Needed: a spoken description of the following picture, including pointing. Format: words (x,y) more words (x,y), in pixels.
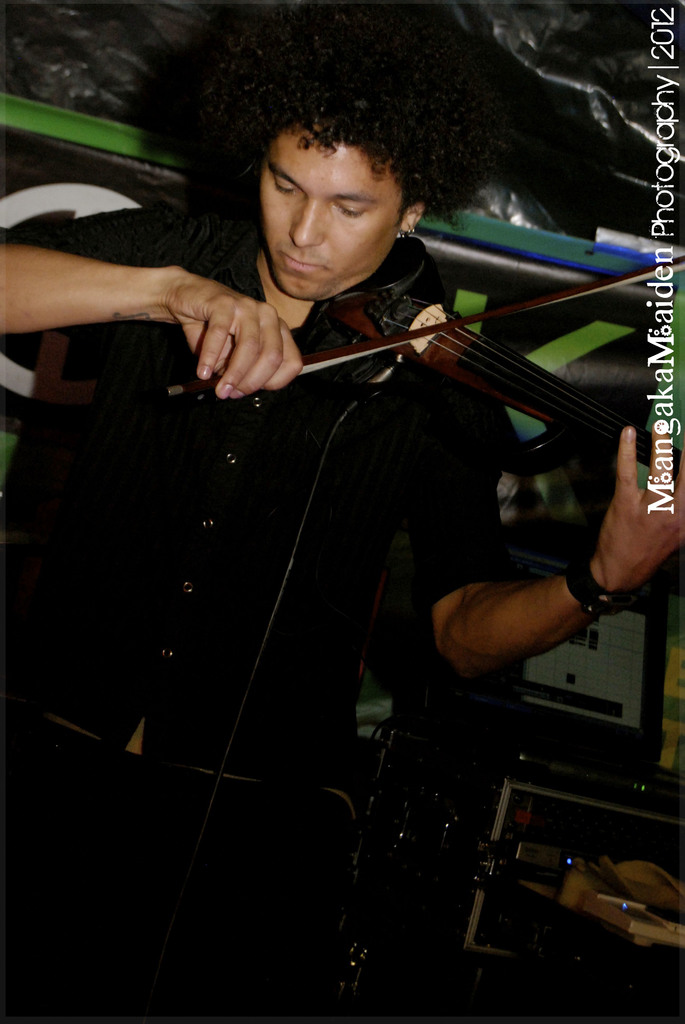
In this picture there is a man (406,501) who is wearing a black shirt (285,593) and trouser (95,943). He is playing violin (512,376). He is standing near to the steel box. On the right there is a watermark (649,288).
